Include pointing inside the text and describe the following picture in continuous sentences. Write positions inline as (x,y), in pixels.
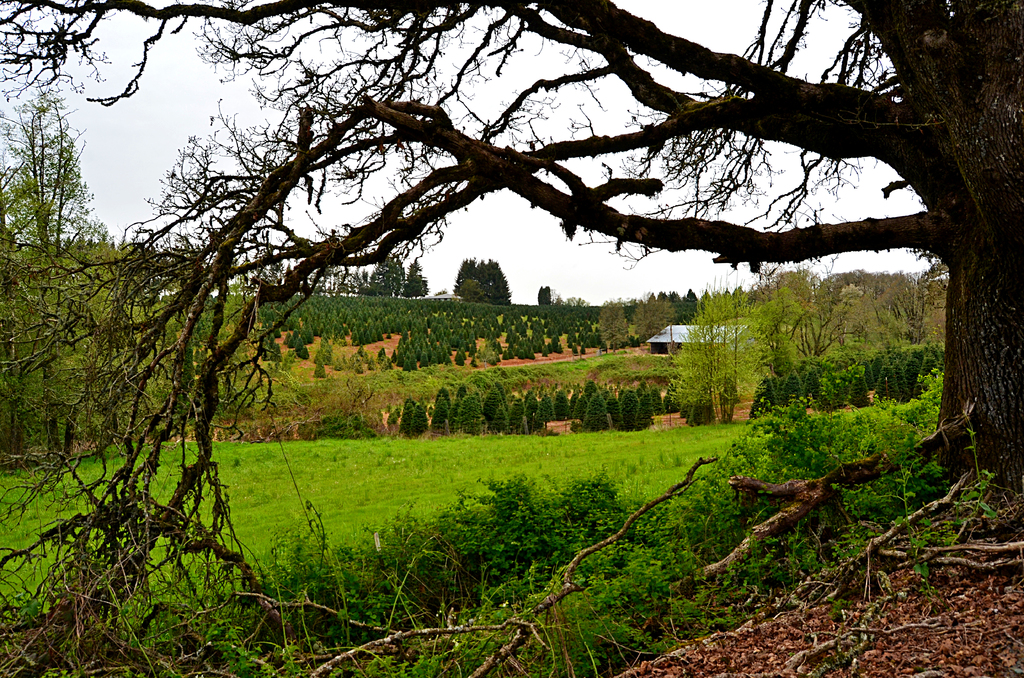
In the picture we can see a tree (910,143) and near to it, we can see some plants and grass surface (563,362) and in the background (414,269) also we can see some trees (472,267) and a sky (121,178).
